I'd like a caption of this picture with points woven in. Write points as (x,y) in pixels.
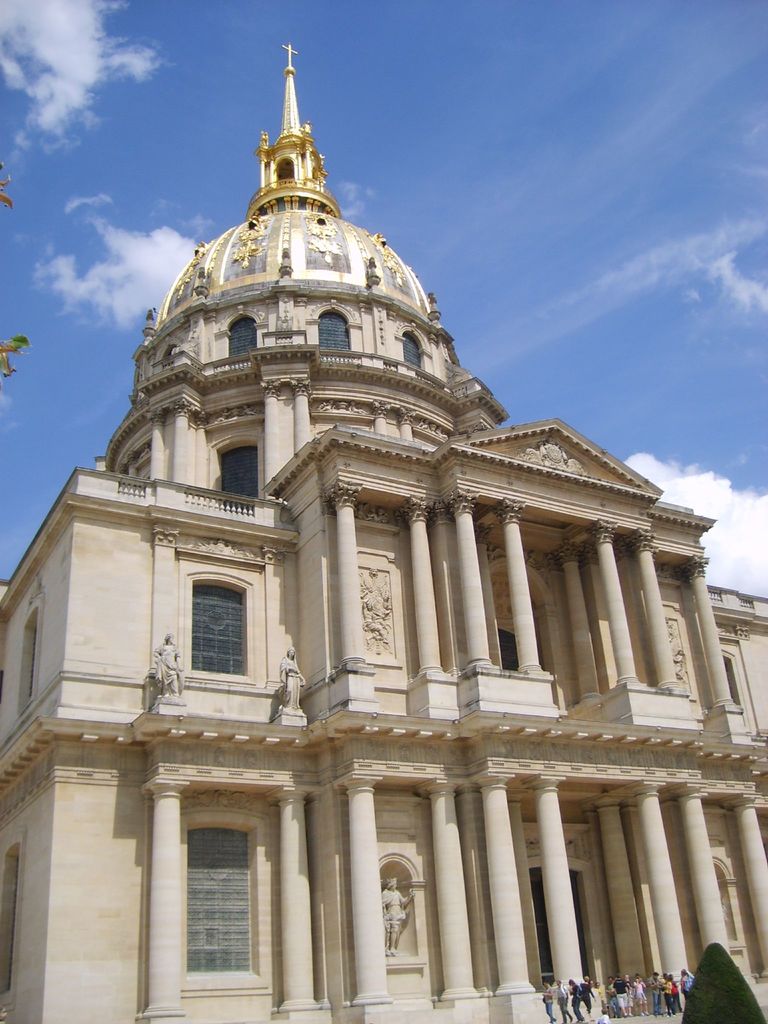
There are people (620,979) and we can see tree (706,1020). We can see building (327,832), statues (402,915) and pillars (308,403). On the left side of the image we can see leaves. In the background (63,113) we can see sky (15,77) with clouds (15,77).
